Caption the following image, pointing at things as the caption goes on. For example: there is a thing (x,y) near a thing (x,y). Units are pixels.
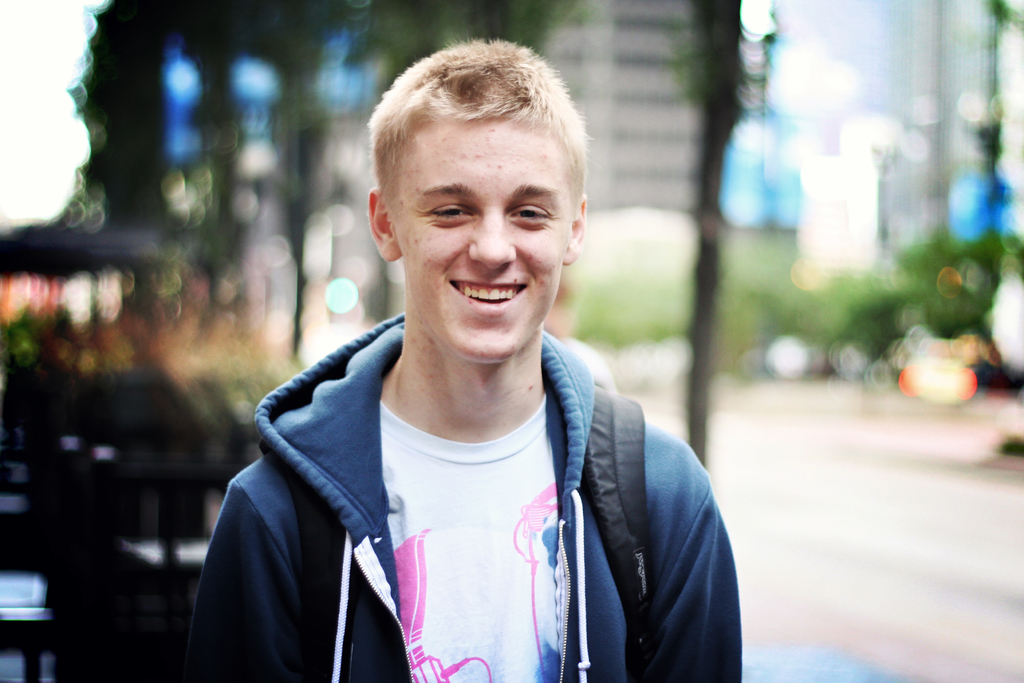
A man (677,470) is smiling, he wore sweater (368,490), white color t-shirt (449,549).
